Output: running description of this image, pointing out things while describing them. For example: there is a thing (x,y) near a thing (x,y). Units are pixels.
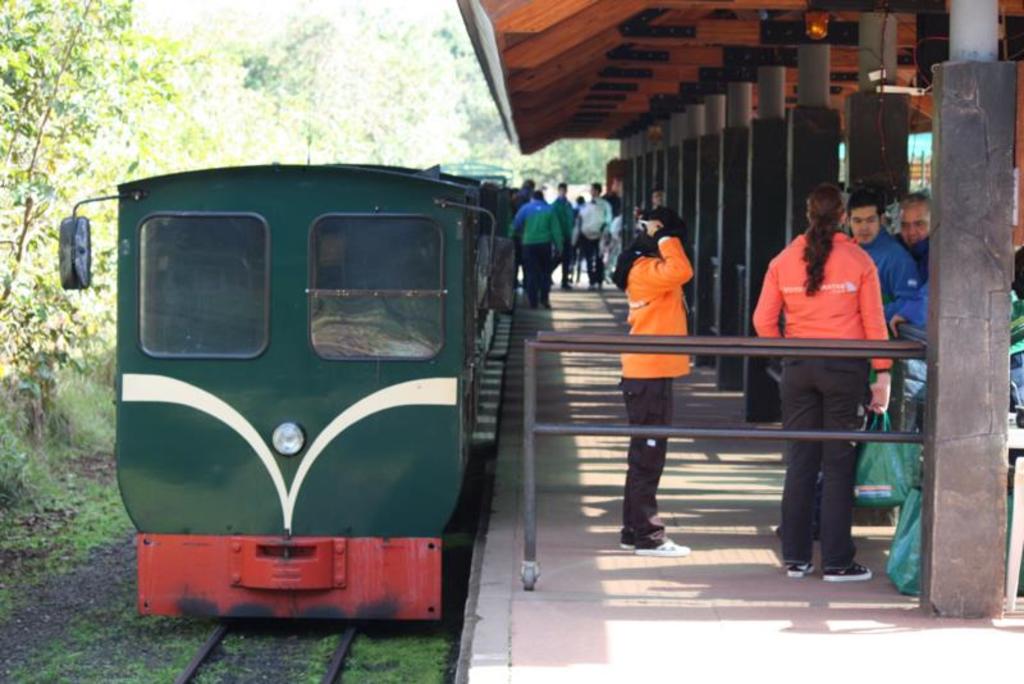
In this image there is a railway track (337,643) on that there is a train (469,291). Beside a sidewalk (603,411) there are persons (831,374) holding covers (877,490). And there is a railing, walls (953,65) and roof (585,53). At the left (327,21) there are trees (171,76).
